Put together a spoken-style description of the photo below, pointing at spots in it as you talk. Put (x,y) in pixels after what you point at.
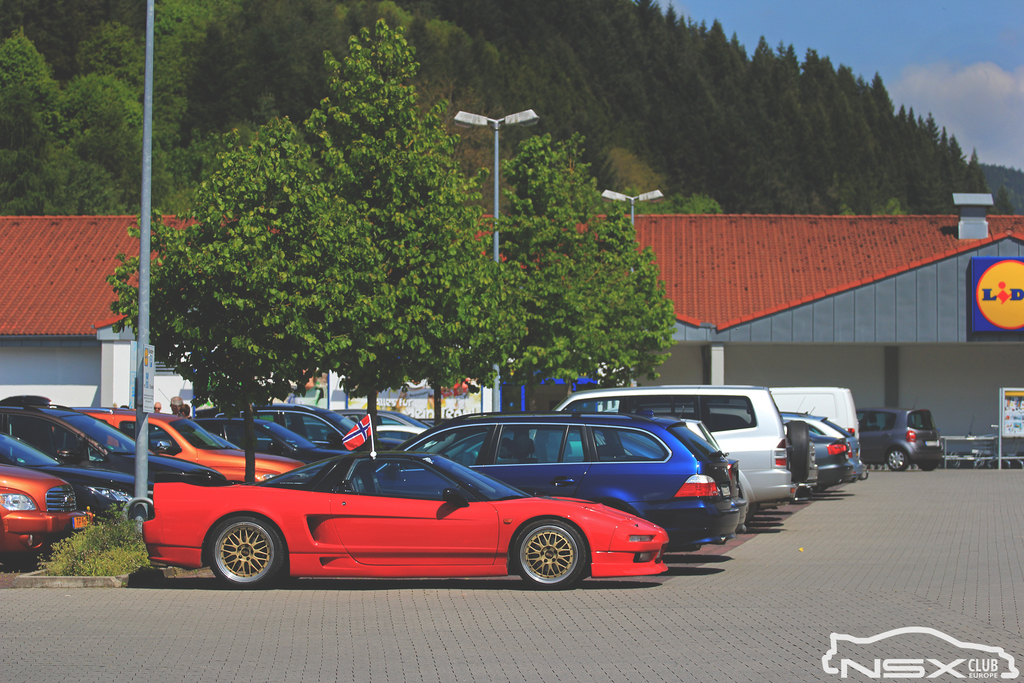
In this image we can see these cars (254,527) are parked here, we can see light poles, trees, boards (1007,294), house (13,312) and the blue color sky (914,54) with clouds (997,141) in the background (839,64). Here we can see the watermark (965,641) on the bottom right side of the image (923,664).
